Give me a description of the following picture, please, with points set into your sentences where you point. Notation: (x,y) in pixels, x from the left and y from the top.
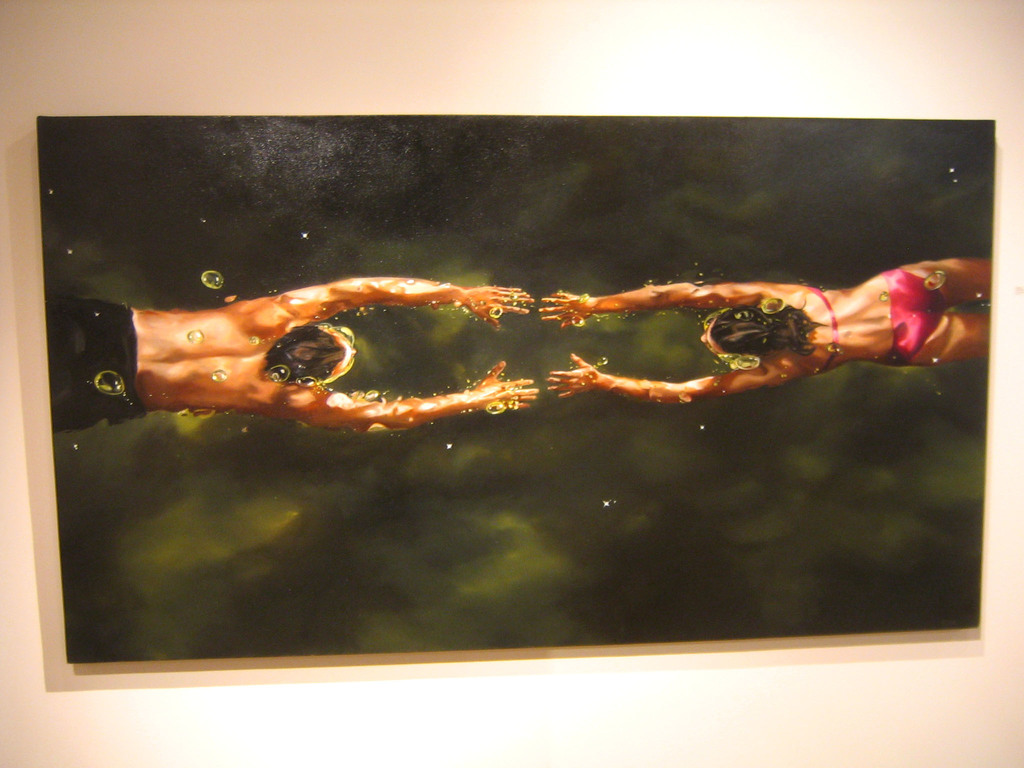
In this picture we can see a frame (616,479). On this frame (586,400) we can see painting (305,450) of a woman (743,351) and a man (376,303). In the background (341,58) there is a wall (840,53).
